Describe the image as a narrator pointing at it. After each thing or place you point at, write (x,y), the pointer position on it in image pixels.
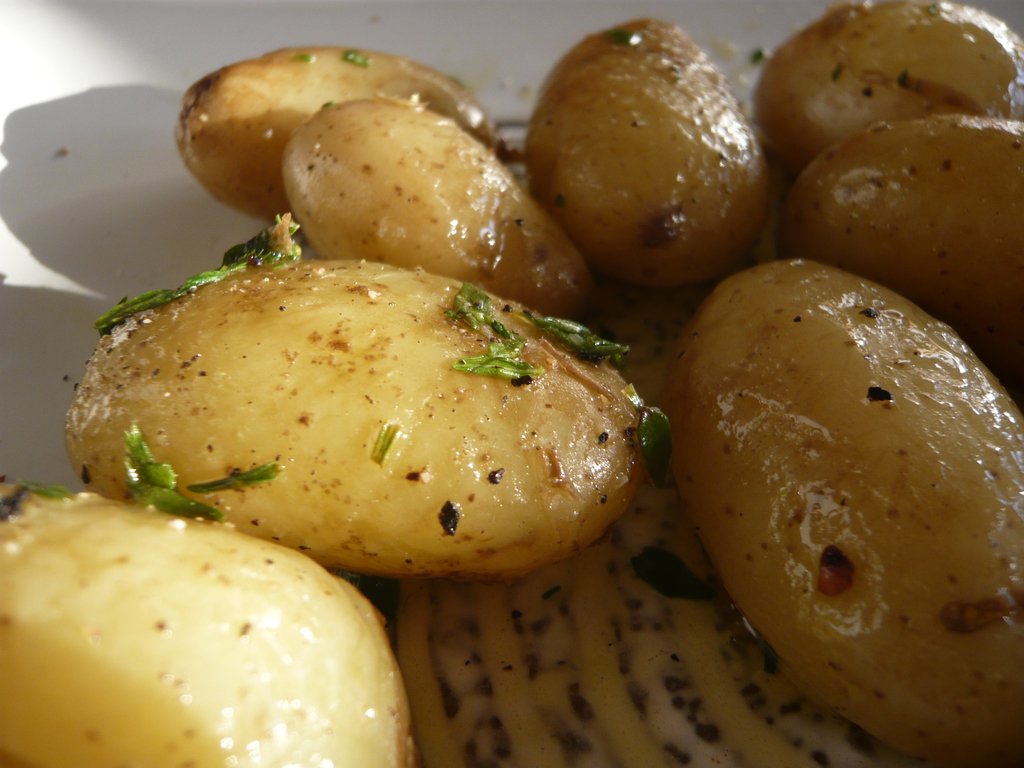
In this image we can see some food (232,315) on the white plate (772,31).
